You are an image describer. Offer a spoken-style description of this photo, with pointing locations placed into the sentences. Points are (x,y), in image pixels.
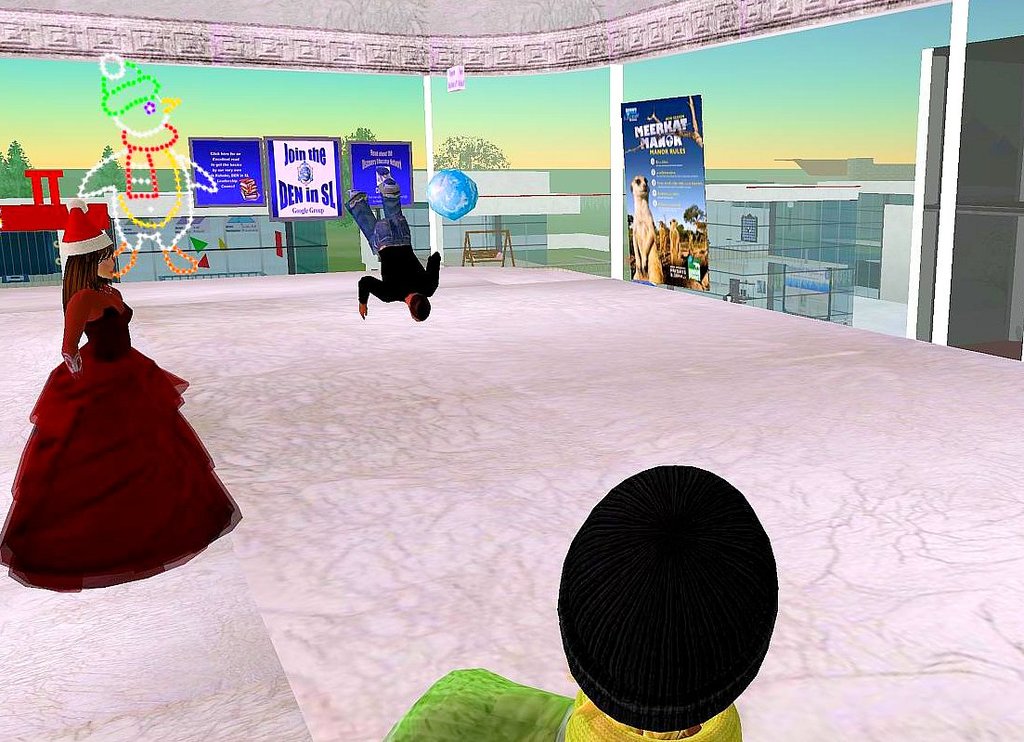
In this image I can see an animation picture. I can few people (125,338), ball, boards (390,153), swing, trees (482,164) and few objects (154,181). I can see the sky (801,95).
